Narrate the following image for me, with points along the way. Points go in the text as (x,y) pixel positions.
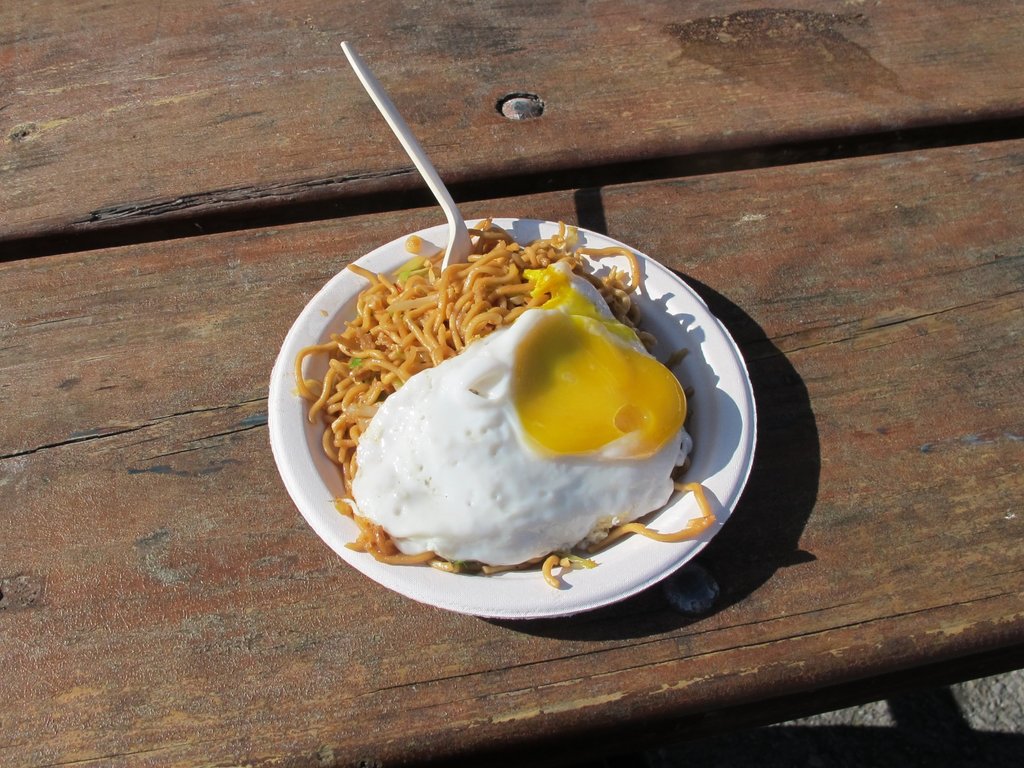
In this image I can see noodles (400,336) and egg omelette (561,289) in a plate (670,301) kept on the table (711,265). This image is taken during a day.
